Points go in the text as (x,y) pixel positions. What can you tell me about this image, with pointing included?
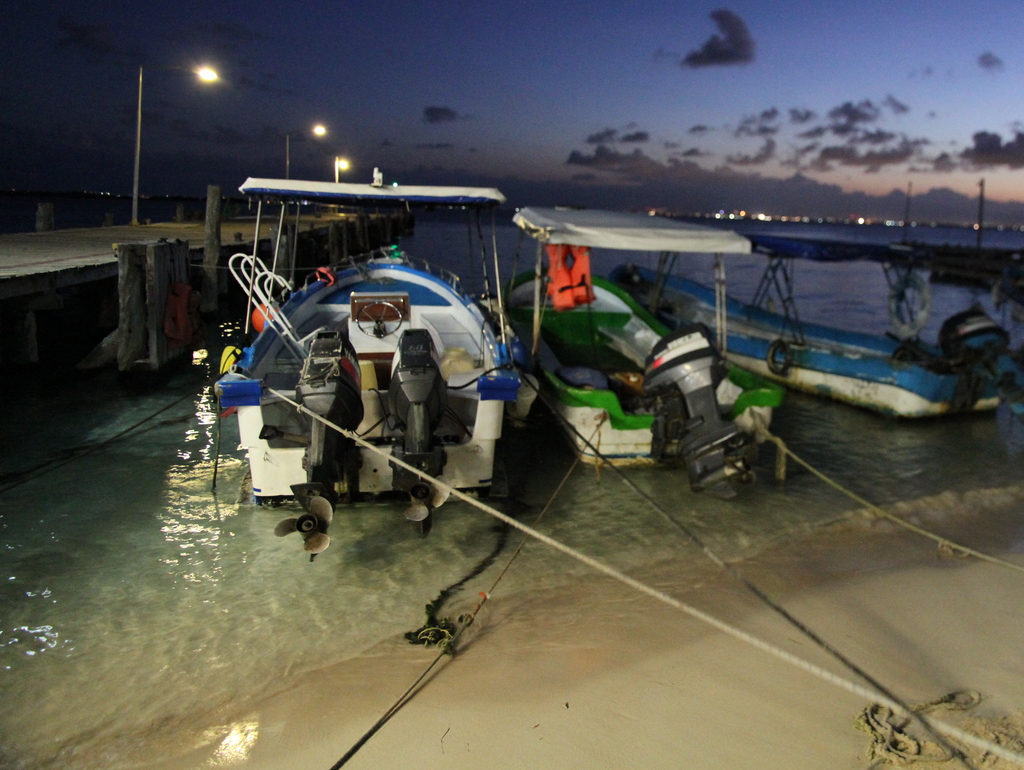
Here in this picture we can see number of motor boats (740,423) present in the sea (572,495) over there, as we can see water (26,489) all over there and beside that we can see a wooden bridge (192,228) present and we can see light posts (138,97) present all over there and we can see clouds (811,118) in sky (851,118).
